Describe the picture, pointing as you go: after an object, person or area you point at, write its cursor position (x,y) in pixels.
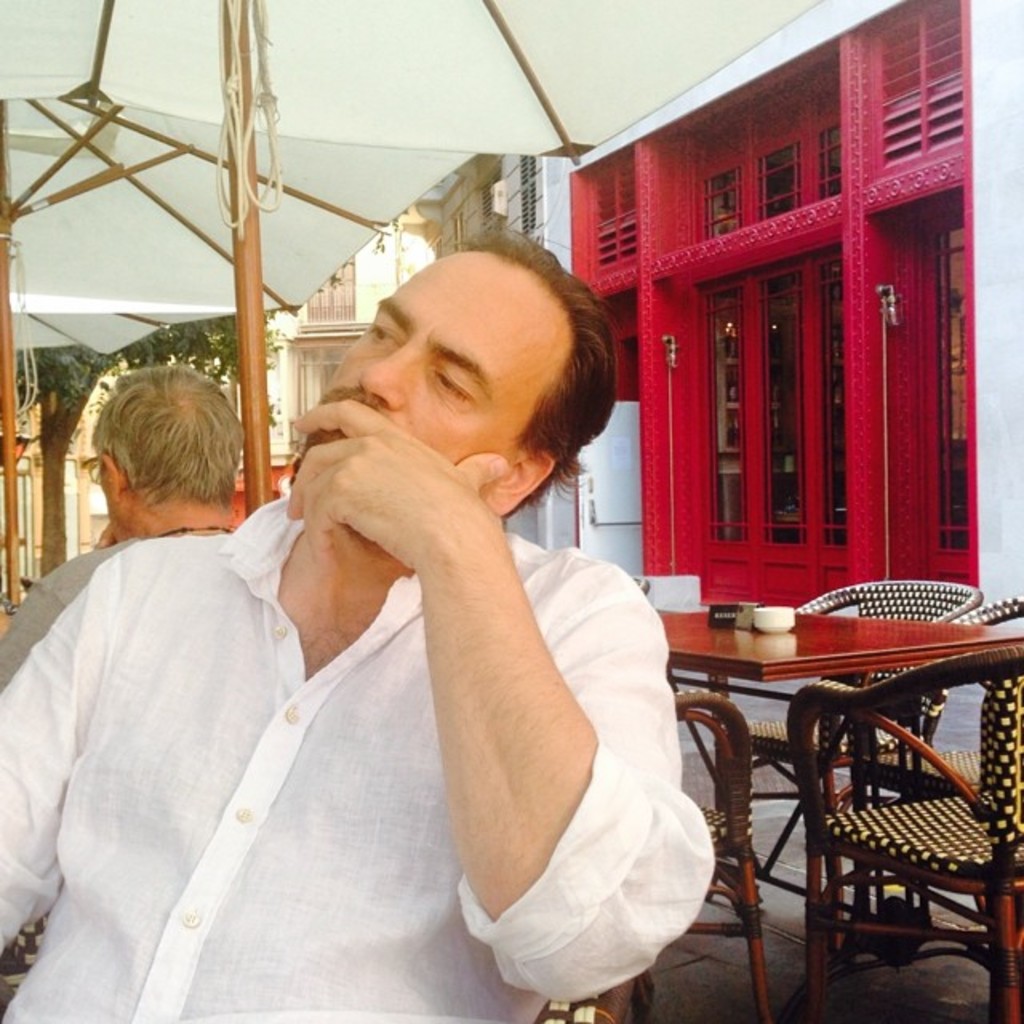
In this image, Few peoples (374,617) are sat on the chair (586,1004). Right side (811,662), we can see table (891,661), chairs (938,669). Few items (771,630) are placed on the table (808,633). There is a red color glass doors (773,583) and windows (732,195) we can see on the right side (714,200). In the middle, there is a white color building (362,274). On left side (284,302), white color umbrella (335,192) and wooden pole (249,352) and white color ropes (246,182) we can see.
